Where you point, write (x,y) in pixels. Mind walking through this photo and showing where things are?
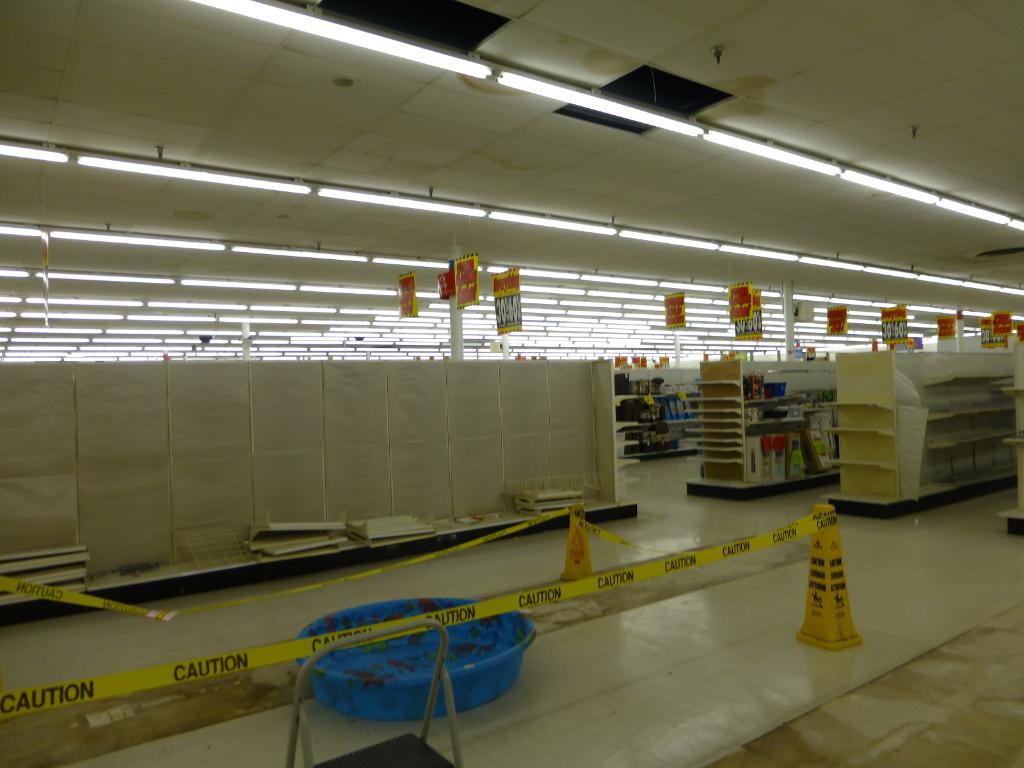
The picture is clicked in a building (1007,604). In this picture there are ladder (429,727) and other objects (383,697). On the right (788,391) there are shelves (724,378). At the top (131,239) there are banners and lights (422,266).
